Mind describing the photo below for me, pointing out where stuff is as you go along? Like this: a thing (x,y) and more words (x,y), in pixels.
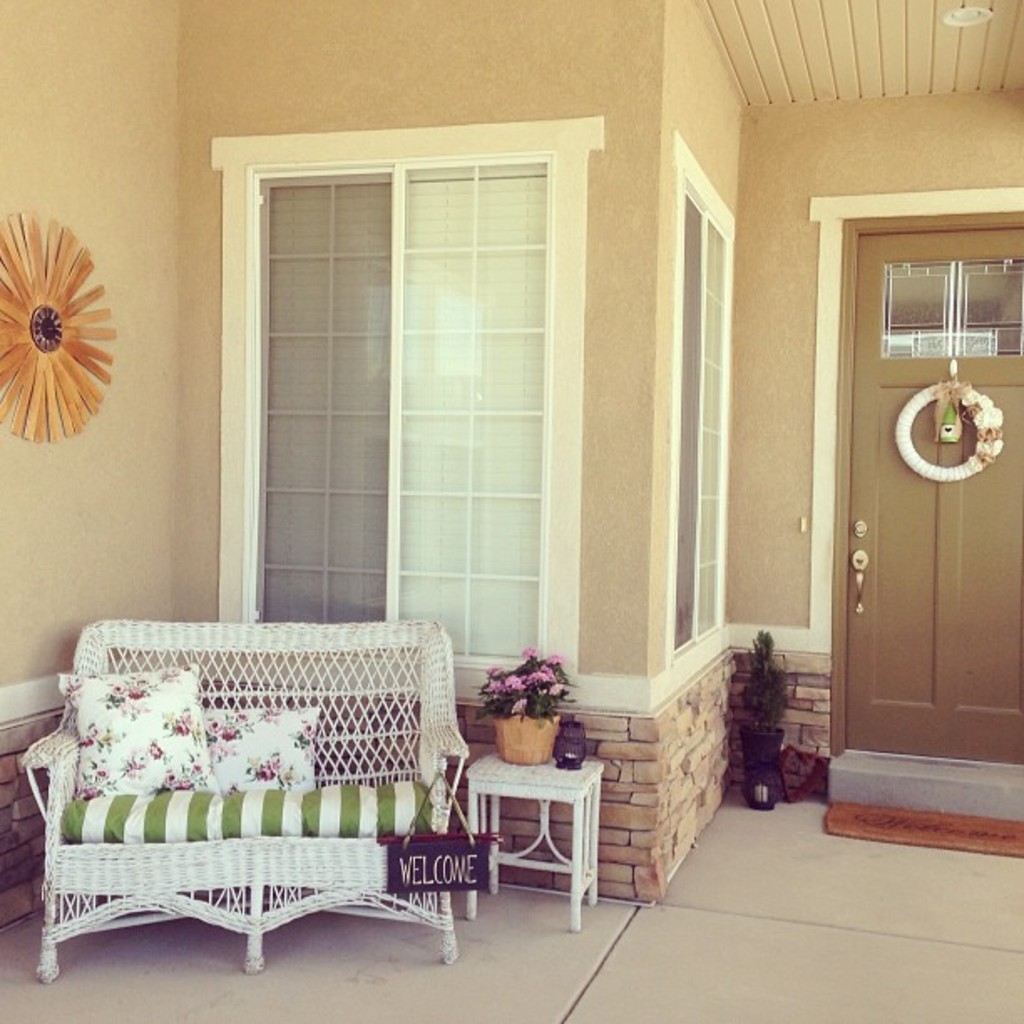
In this image there is a couch (139,861) to the left (341,732). There are cushions (225,757) on the couch (335,774). Beside it there is a table (499,795). There is a flower vase (523,731) on the table (511,784). Behind it there is a wall (666,146). There are glass windows (405,336) to the wall (592,485). To the right (935,568) there is door (962,601) to the wall (812,736). Beside the door (945,583) there is a houseplant (764,708). In the top right (957,13) there is a light (964,24) to the ceiling (919,30). To the left (46,373) there is a decorative item (77,331) on the wall (108,280).
